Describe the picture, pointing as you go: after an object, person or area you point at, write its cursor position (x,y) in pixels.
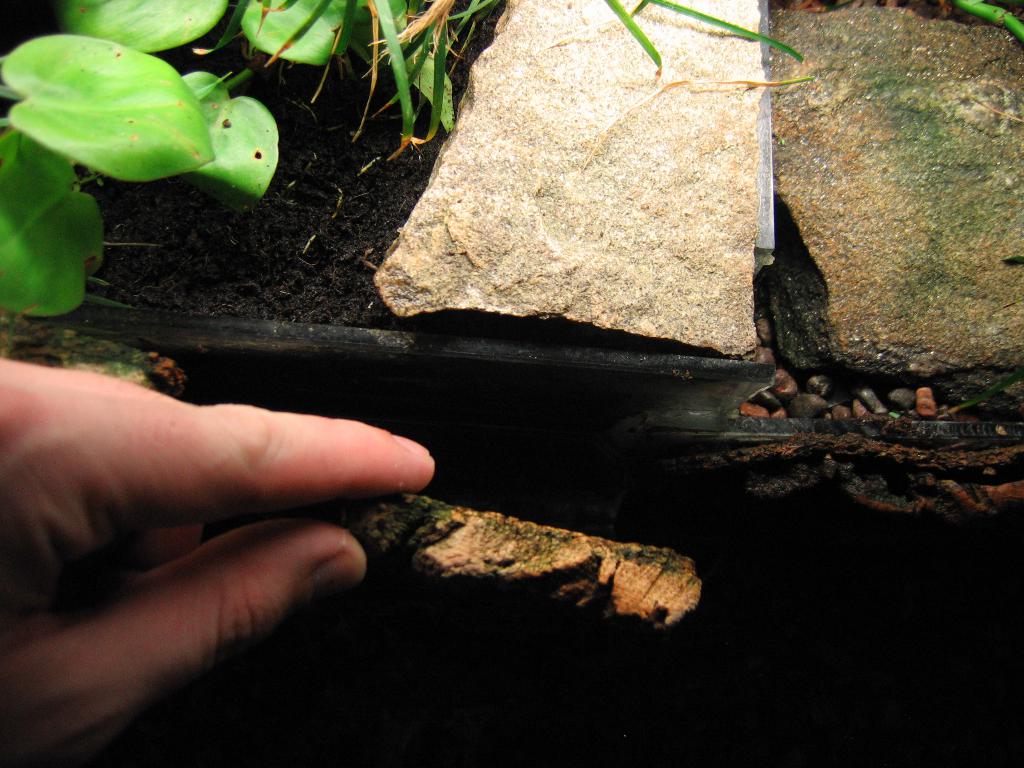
In this image we can see a person (150,497) holding an object (487,548), leaves (374,12) and stones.
